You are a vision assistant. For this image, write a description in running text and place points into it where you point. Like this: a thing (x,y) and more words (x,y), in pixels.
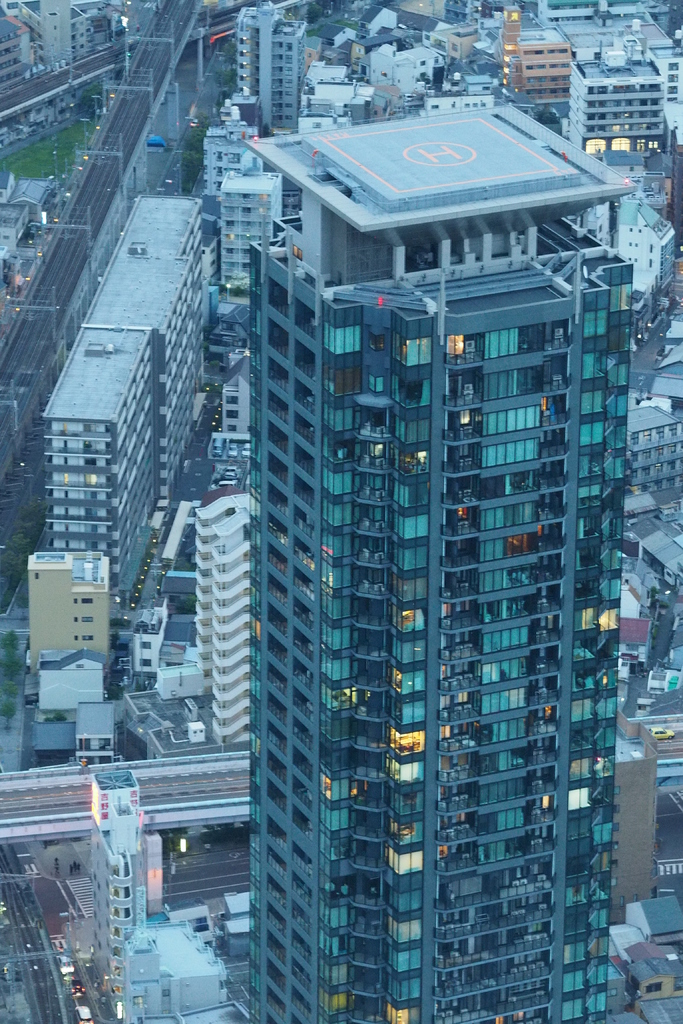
In this picture I can see number of buildings (354,287) and I can see the roads (21,852), on which there are vehicles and on the left side of this picture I can see few poles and I can also see the lights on few buildings (283,689) and in the center of this picture (450,626) I can see a helipad (432,116) on a building (389,234).
